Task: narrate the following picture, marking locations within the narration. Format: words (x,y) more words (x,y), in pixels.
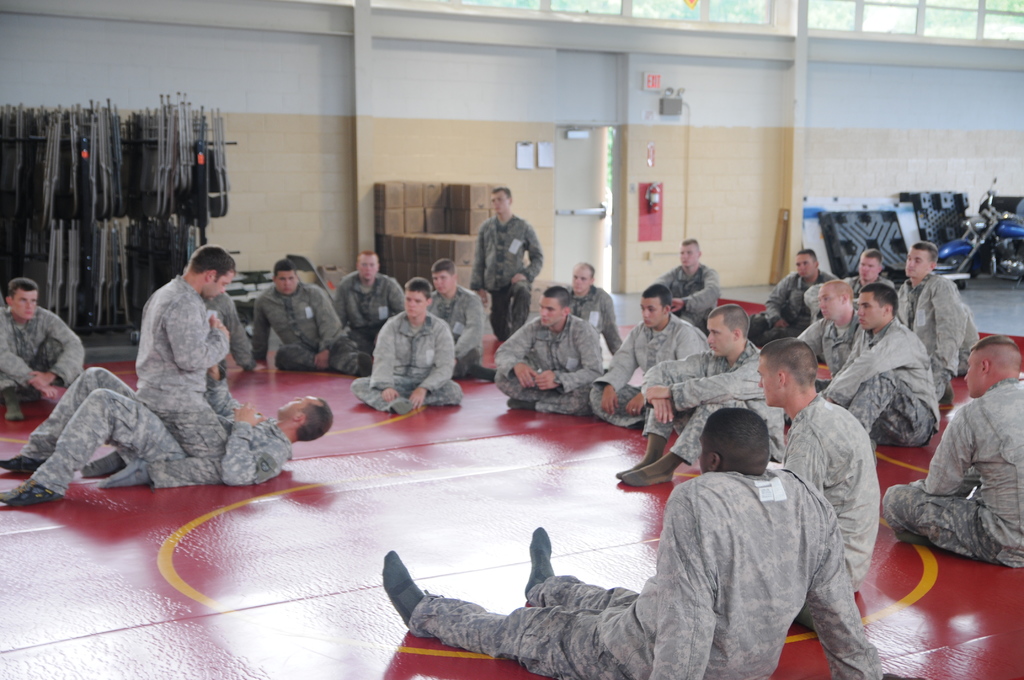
In this picture we can see a group of people (522,379) are sitting on the floor (519,563), two people (161,395) are in squat position and a person (180,457) is lying on the floor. Behind the people (488,652) there is a bike (970,257) and a wall (756,219) with a fire extinguisher (654,188), signboard (653,76) and other things (195,216).
